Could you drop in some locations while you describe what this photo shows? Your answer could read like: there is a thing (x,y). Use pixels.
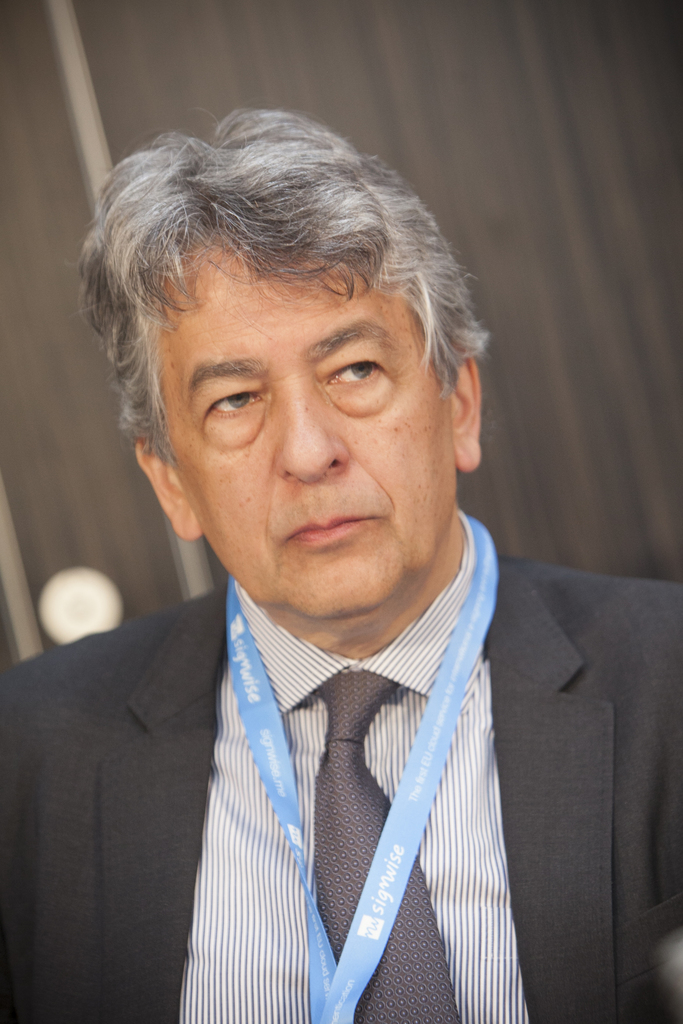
Here I can see a man (198,677) wearing a black color suit (138,811) and looking at the right side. In the background (574,250), I can see a curtain (445,111) and a pole (82,85).
